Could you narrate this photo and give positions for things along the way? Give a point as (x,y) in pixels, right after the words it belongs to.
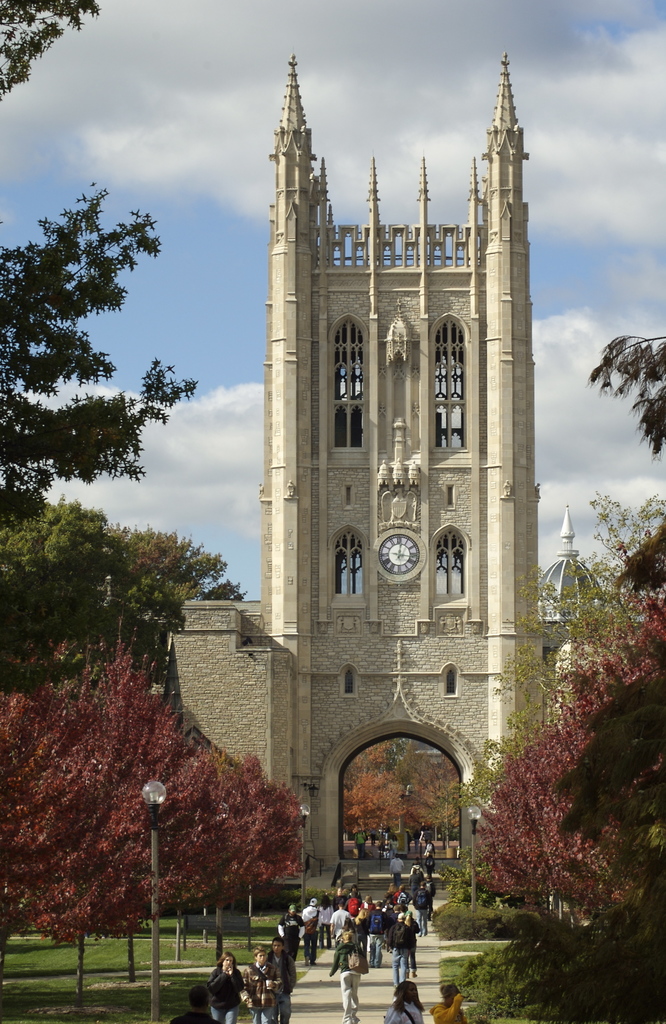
In the foreground of the image (350,946) we can see some people (346,962) are walking on the road (366,994). In the middle of the image (319,499) we can see trees (618,734), building (421,701) and a clock (403,551) on the wall (366,535). On the top of the image (402,102) we can see the sky (285,46).
